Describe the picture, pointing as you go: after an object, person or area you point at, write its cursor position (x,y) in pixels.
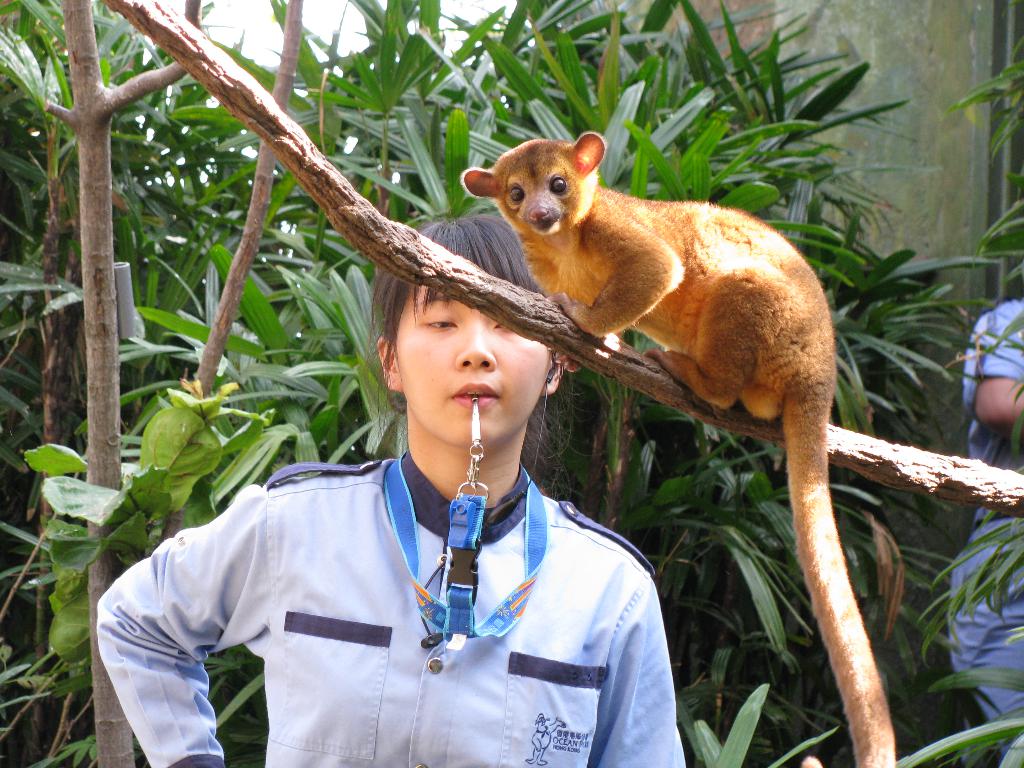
In this image I can see an animal (636,236) which is brown and orange in color is sitting on a tree branch (587,350) and I can see a person (422,543) wearing blue dress (360,556) is standing. In the background (317,312) I can see few trees (712,133), a person (1022,584) wearing blue dress (964,668) is standing, the wall (908,127) and the sky (250,26).
